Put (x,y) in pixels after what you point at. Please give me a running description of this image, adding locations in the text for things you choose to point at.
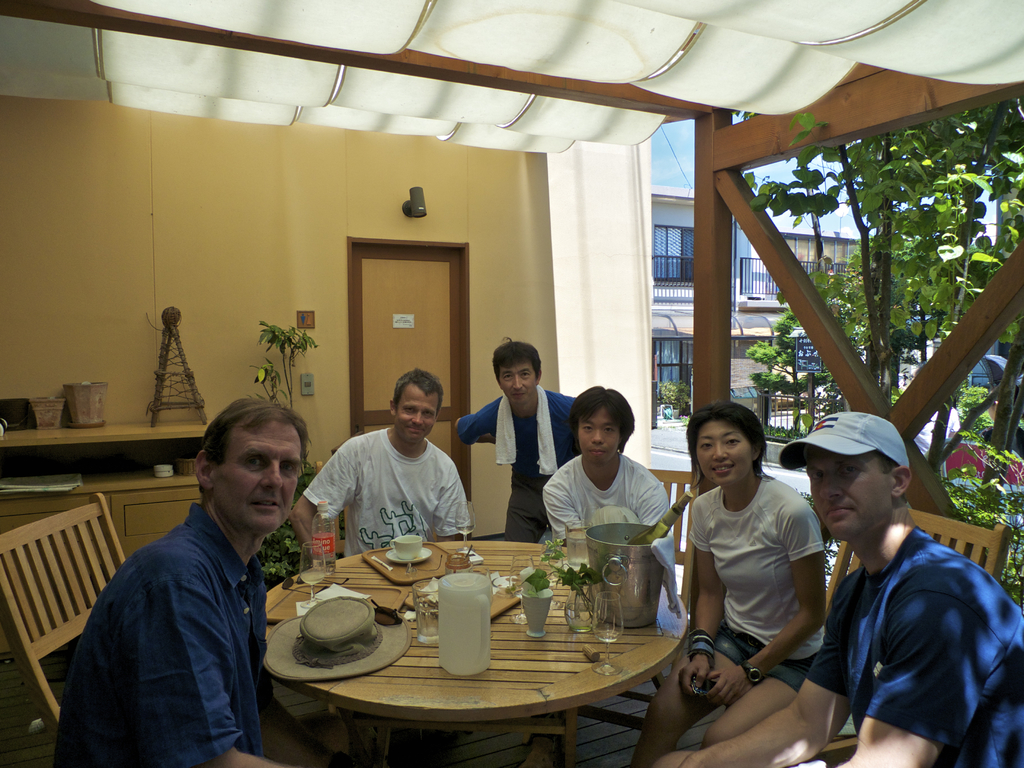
This image is clicked inside. There is a tree (873,296) on the right side (978,438), there is a table (588,697) and chairs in the middle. There are people (125,579) sitting on chairs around the table (353,579). On table (502,623) there is a water bottle (333,538), Cup (407,540), saucer (422,554), jug (452,608). On the top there is a light (419,195).
